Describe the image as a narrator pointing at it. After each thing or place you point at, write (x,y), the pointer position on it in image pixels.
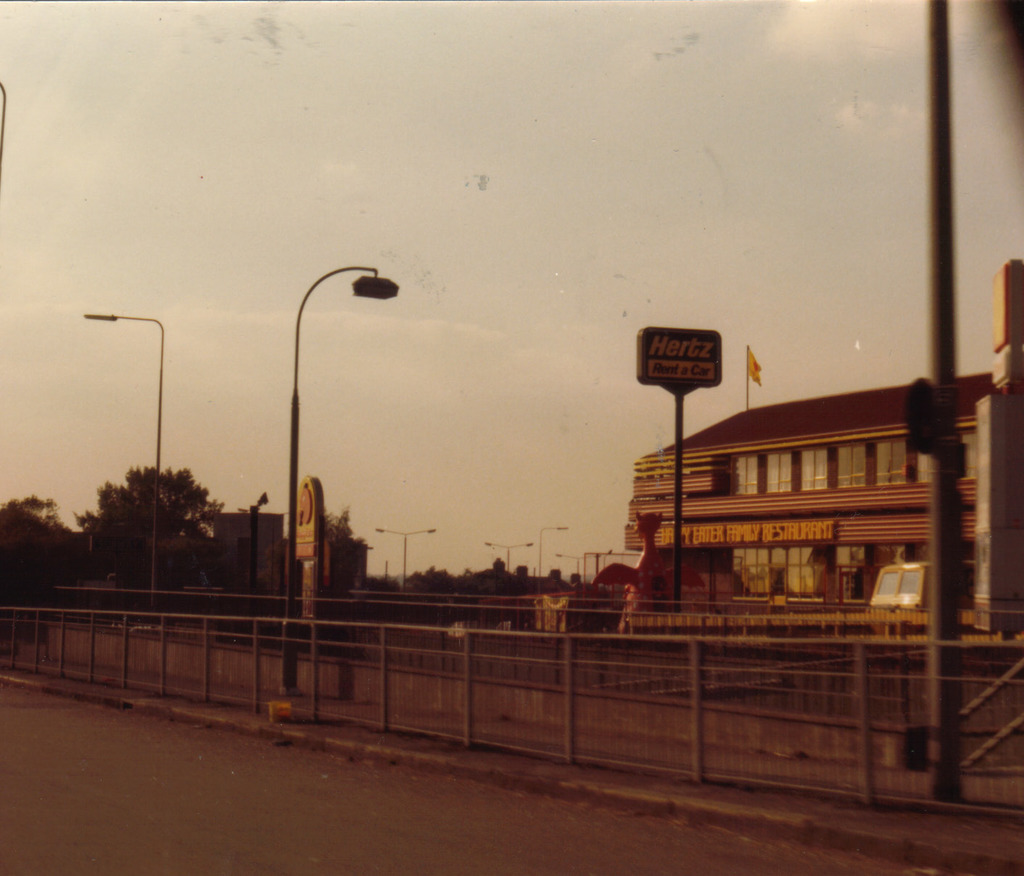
In this picture I can see the fencing (783,640), road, building (799,446), trees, street lights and other objects (303,567). At the top of the roof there is a flag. At the top (579,56) I can see the sky (594,57) and clouds (499,64).
